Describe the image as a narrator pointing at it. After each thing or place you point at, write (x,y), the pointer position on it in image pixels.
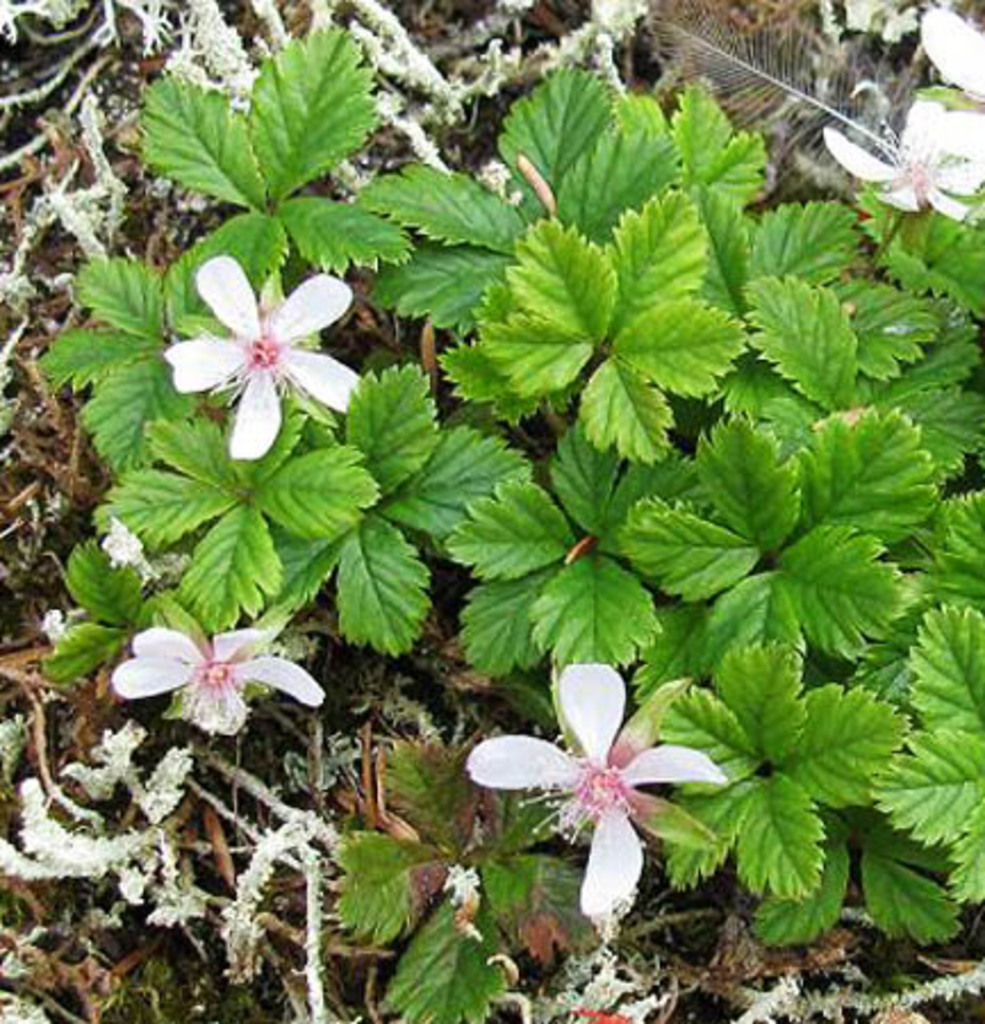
Here in this picture we can see plants (115,496) present on the ground (297,802) over there and we can also see flowers (323,390) on it here and there.
